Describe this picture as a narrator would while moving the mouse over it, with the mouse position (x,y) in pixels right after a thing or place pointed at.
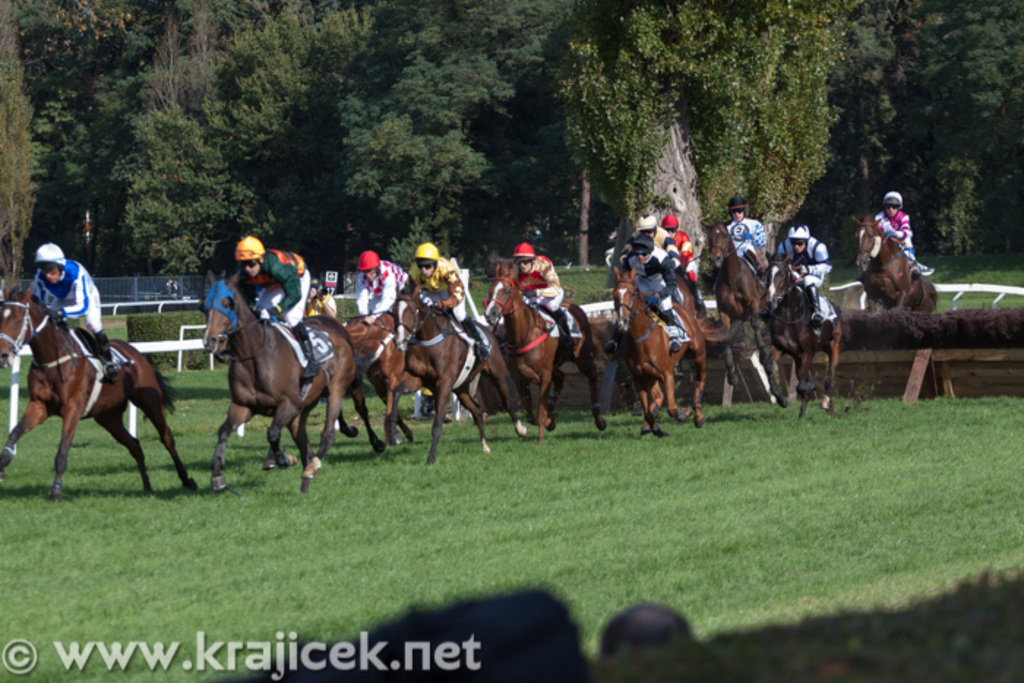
This image is taken outdoors. At the bottom of the image (685,554) there is a ground (605,492) with grass (507,491) on it. In the background (201,193) there are many trees (562,175) with leaves (874,178), stems (864,172) and branches (179,74) and there are a few plants (185,317). There are a few fences (165,345). In the middle of the image (411,338) a few people (265,273) are riding on the horses (358,323).
